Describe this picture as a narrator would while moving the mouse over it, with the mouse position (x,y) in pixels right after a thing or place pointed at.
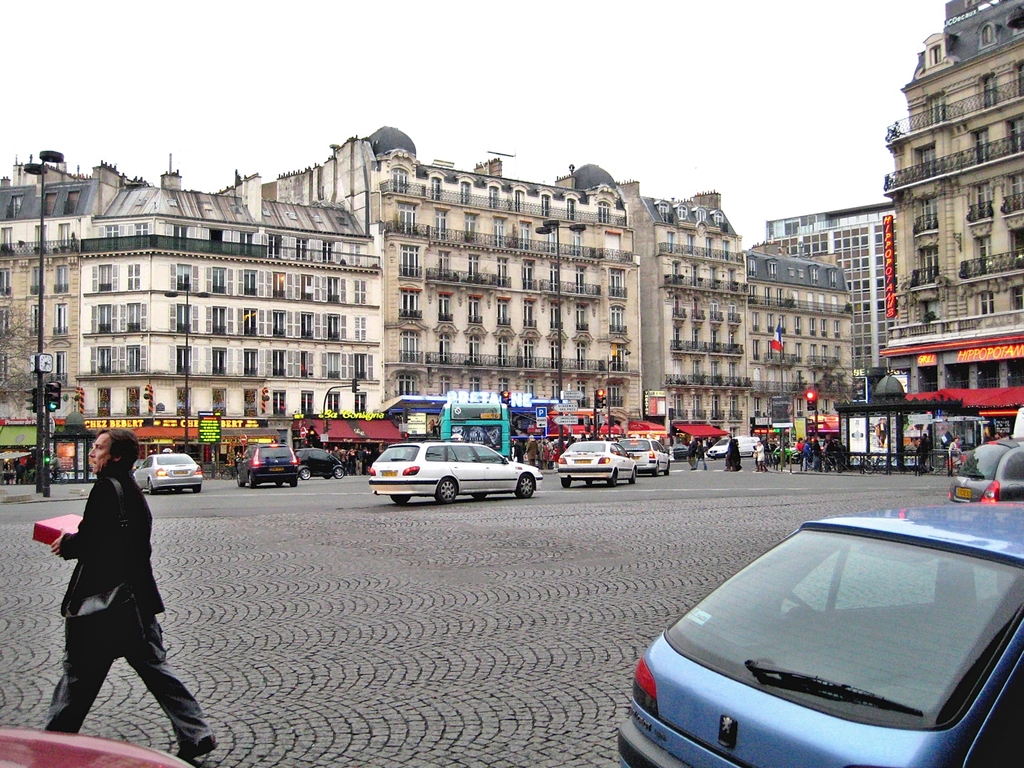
In this image there is a road (587,502) in the middle (632,488). On the road (445,510) there are so many vehicles (443,470). At the bottom (202,744) there is a person (123,539) walking on the road (20,557) by holding the box (62,524). There are buildings (425,308) one after the other beside the road (377,521). At the top (615,51) there is the sky (639,66). On the right side (811,409) there are traffic signal lights (816,421) on the footpath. In the middle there is a flag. There are few stores (519,398) under the buildings (395,307). This picture is taken in the street (561,570). On the left side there is a pole (42,413). Beside the pole (41,385) there are two traffic signal lights (50,403).
